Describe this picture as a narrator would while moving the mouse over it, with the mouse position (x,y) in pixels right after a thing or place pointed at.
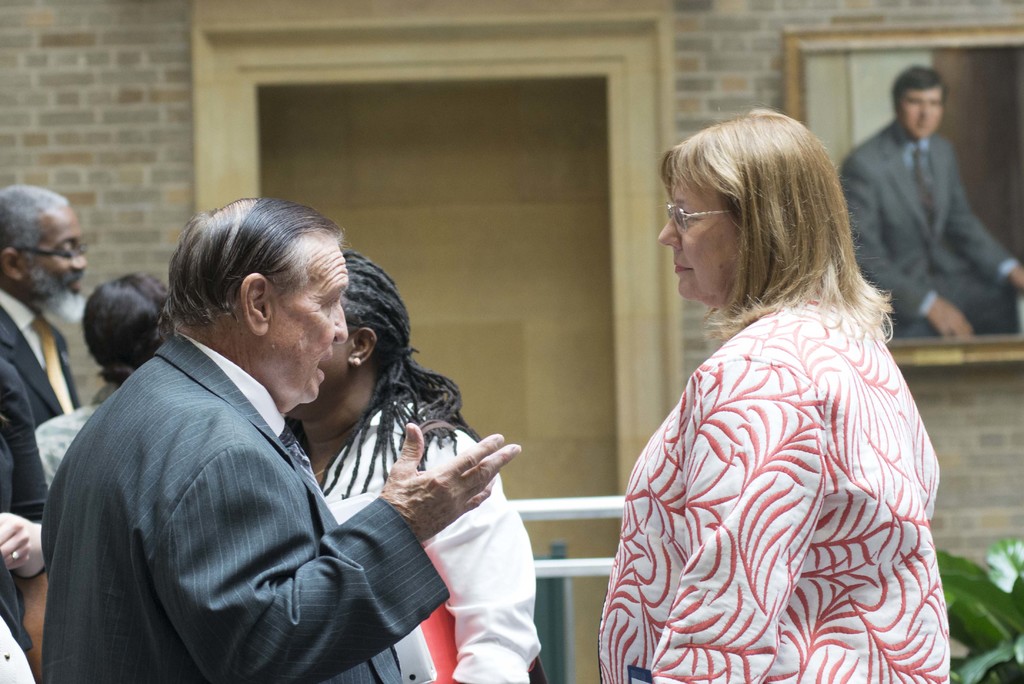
In this image we can see persons (784,474) standing. In the background (480,266) we can see iron rods (577,502), wall (338,97) and a window (449,126). There is also a photo frame (853,198) attached on the wall (779,108).
